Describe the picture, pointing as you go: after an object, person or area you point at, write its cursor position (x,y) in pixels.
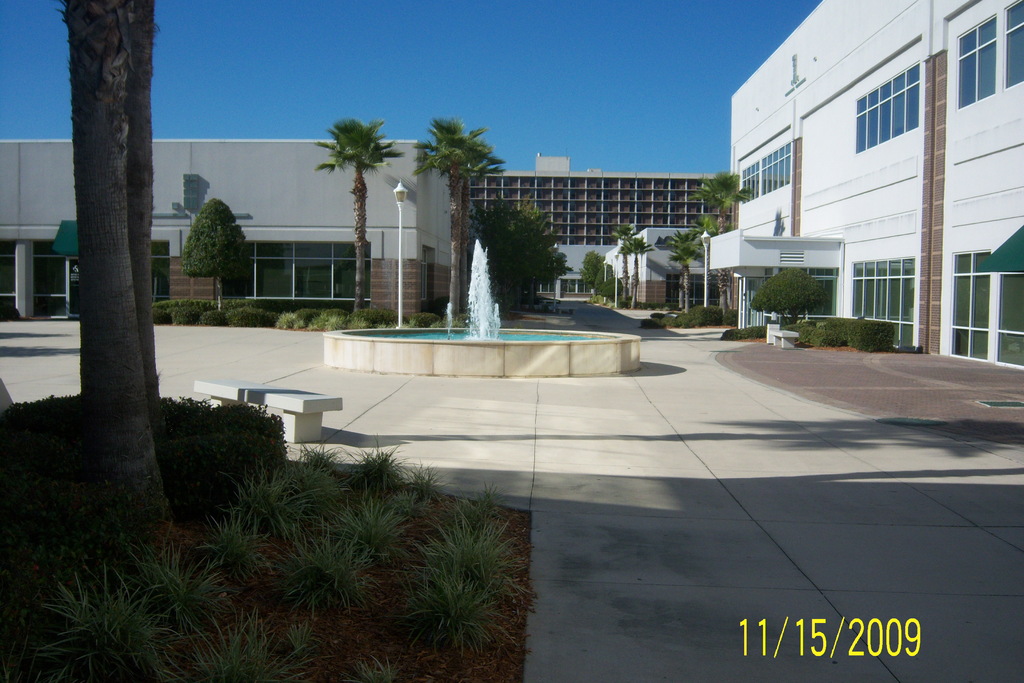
In this picture we can see a building (858,211) on the right side (797,227), there is a water fountain (614,342) here, there are some trees (552,234) here, at the left bottom (324,586) we can see some plants (378,524), there is a pole (398,262) and light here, we can see the sky (534,51) at the top of the picture (506,44).
